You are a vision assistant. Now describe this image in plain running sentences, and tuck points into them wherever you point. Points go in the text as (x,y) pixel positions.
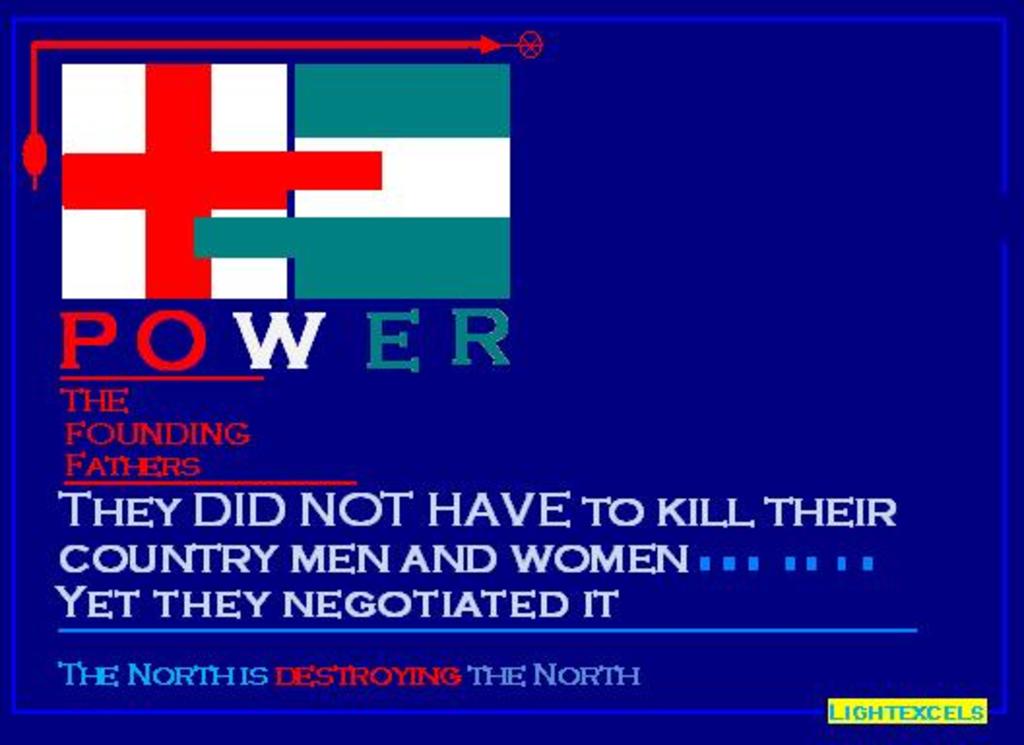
This is a edited graphic image with a icon (217,110) on the top (196,163) and text (149,558) below it.
